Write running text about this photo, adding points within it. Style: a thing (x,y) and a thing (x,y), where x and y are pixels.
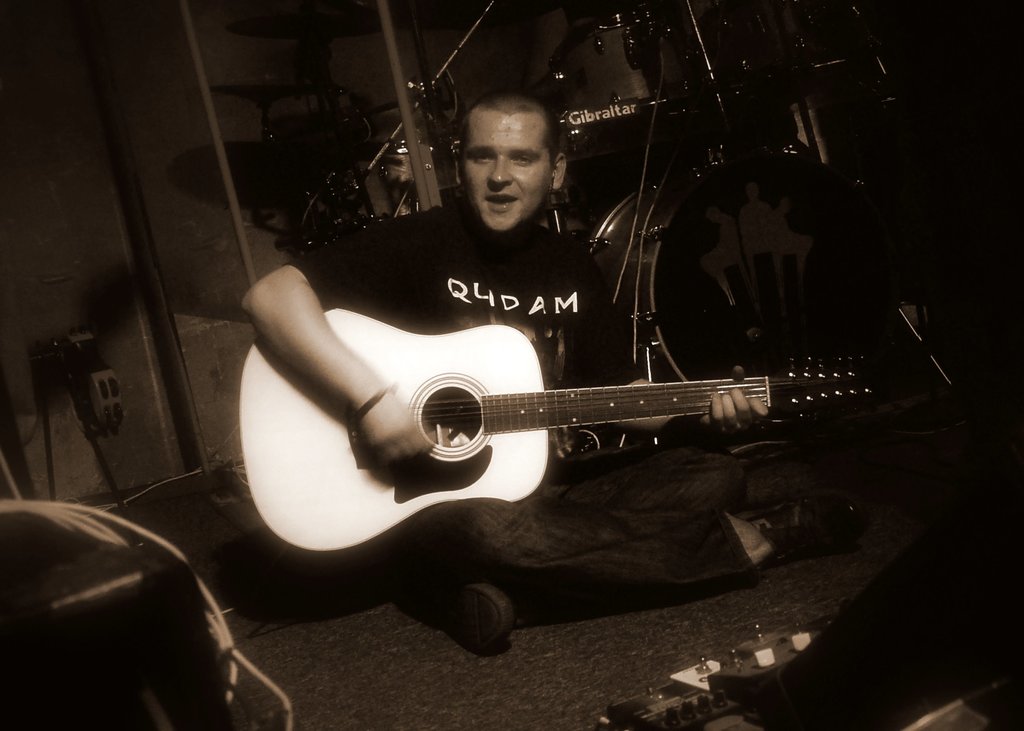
In the image we can see there is a person (704,475) who is sitting and he is holding guitar (386,511) in his hand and the image is in black and white colour.
